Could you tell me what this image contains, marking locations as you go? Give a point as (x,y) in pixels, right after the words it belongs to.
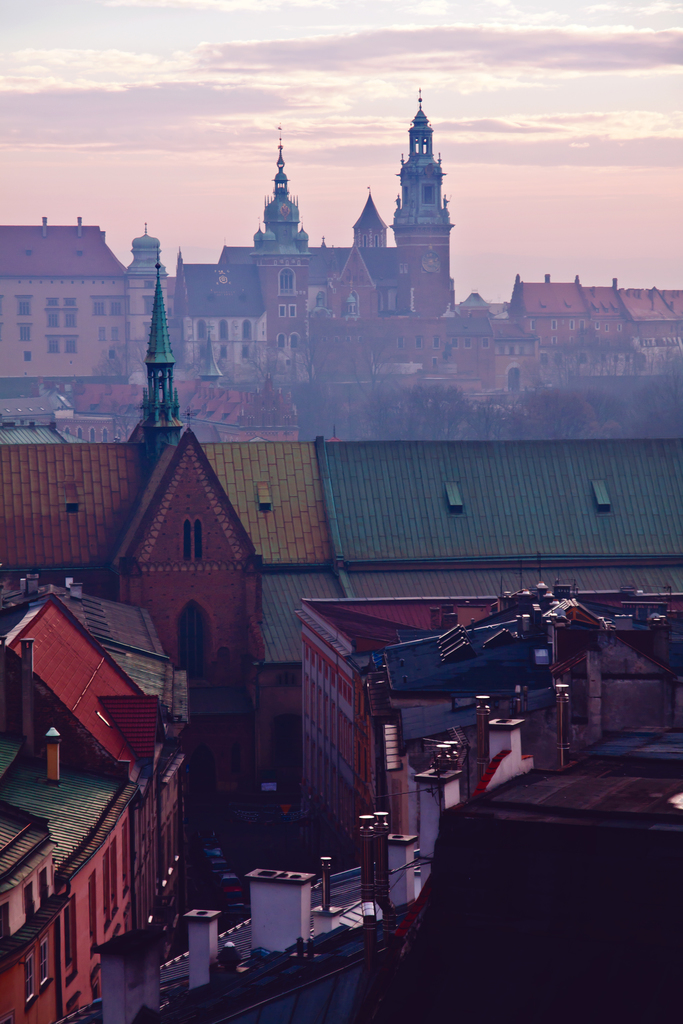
In this image I can see the houses (252,766) which are in green, yellow, red, brown and white in color. In the background (284,107) I can see the clouds (388,135) and the sky (573,244).
